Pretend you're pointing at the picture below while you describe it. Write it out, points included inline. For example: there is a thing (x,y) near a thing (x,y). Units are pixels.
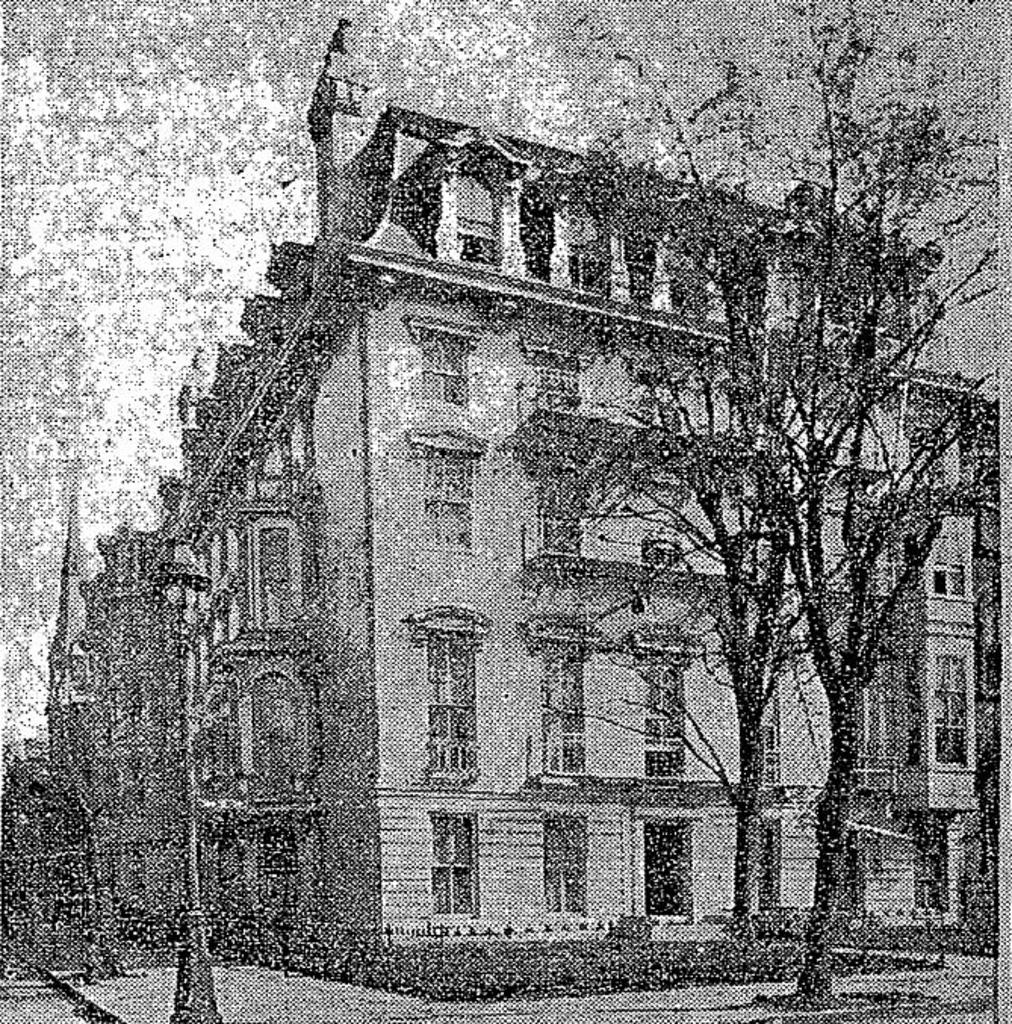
In this image I can see a building (408,416), few trees (789,451), a light pole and sky (133,143), and the image is in black and white.
